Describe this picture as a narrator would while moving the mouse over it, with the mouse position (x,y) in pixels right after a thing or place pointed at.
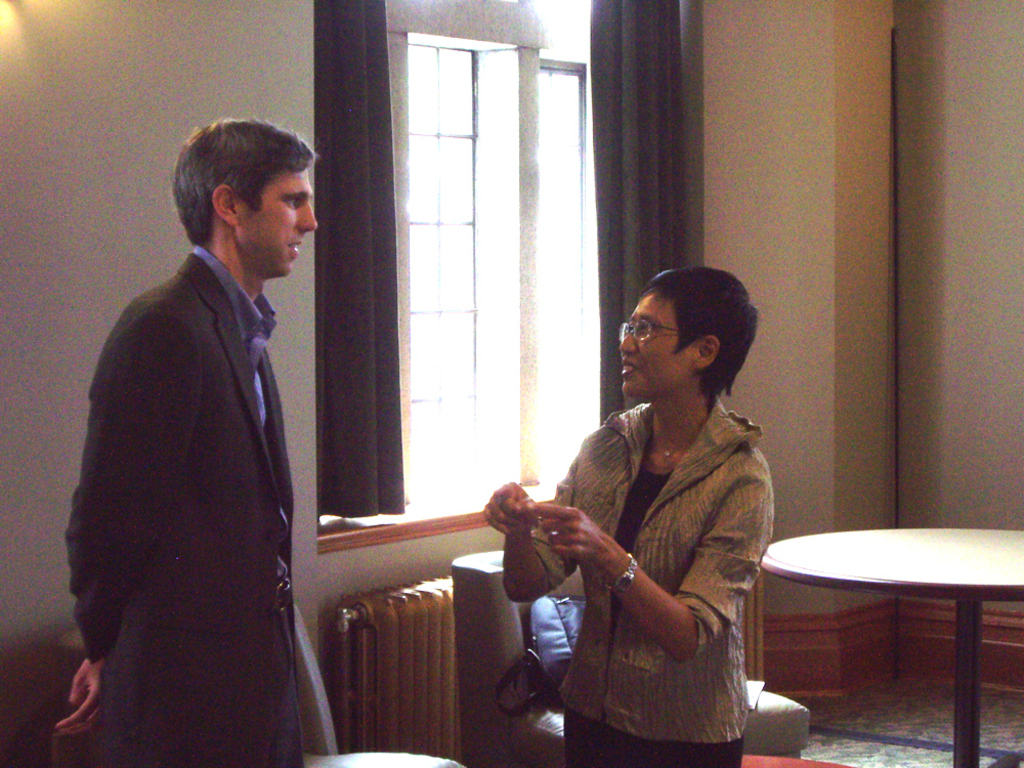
This is a image clicked inside the room (323,658). Here I can see a woman (683,468) is telling something to the man (175,508) who is standing in front of her. The man (141,500) is wearing black color suit (181,463) and looking at this woman (646,366). On the right side (901,555) there is a table (913,568). At the back of this woman (578,721) there is a chair (478,678) on which a bag (557,632) is placed.
